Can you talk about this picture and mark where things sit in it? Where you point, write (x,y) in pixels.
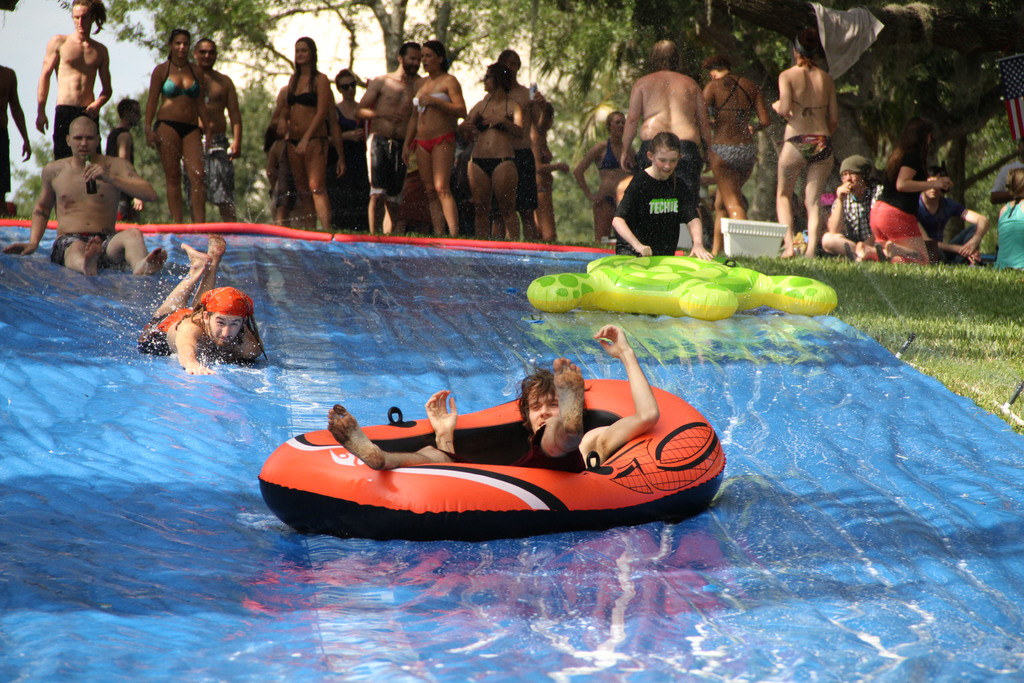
In this picture, we see the tubes (639,486) in red, black, yellow and green color. We see two people (104,254) are sliding on the blue color sheet (690,536) and the water (710,564). On the right side (915,333), we see the grass (929,336) and the water sprinklers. We see the people (849,253) are sitting on the grass (944,334). Beside them, we see a white basket (731,237). There are many people (313,119) standing in the background (295,127). There are trees (346,34) and the sky (120,73) in the background (238,35).
